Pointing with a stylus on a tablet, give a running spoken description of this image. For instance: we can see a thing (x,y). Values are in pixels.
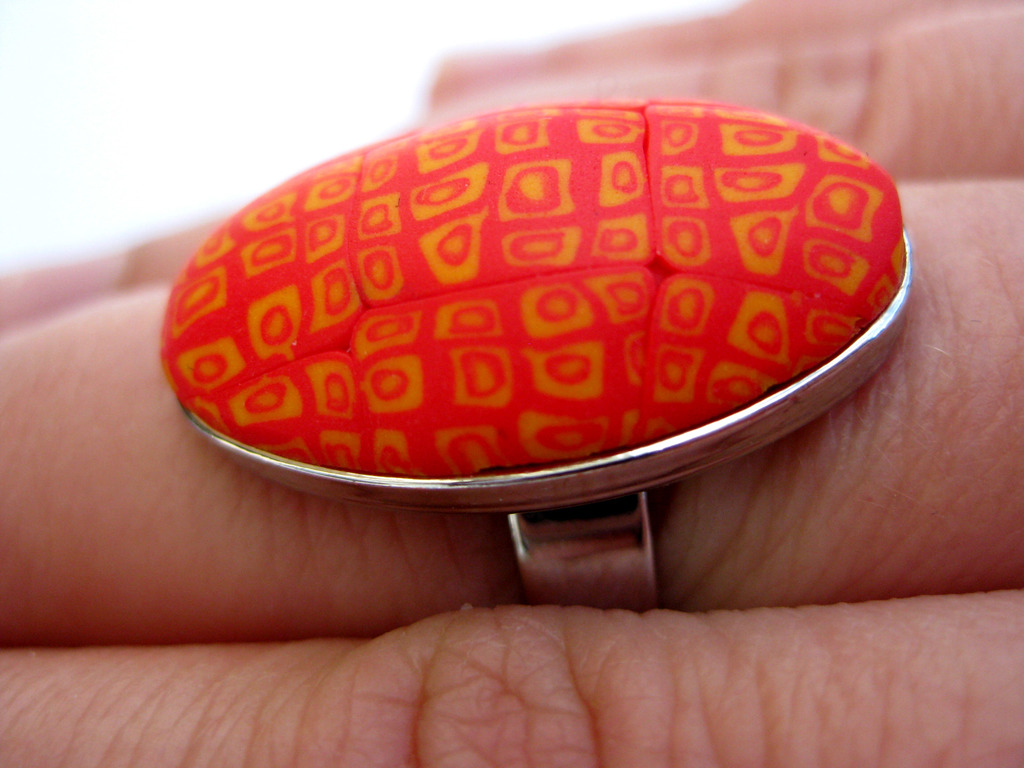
In this image I can see a human hand (788,609) and a ring (620,560) which is silver, orange and yellow in color to the finger (869,514) of the human hand (881,519). I can see the white colored background (259,85).
